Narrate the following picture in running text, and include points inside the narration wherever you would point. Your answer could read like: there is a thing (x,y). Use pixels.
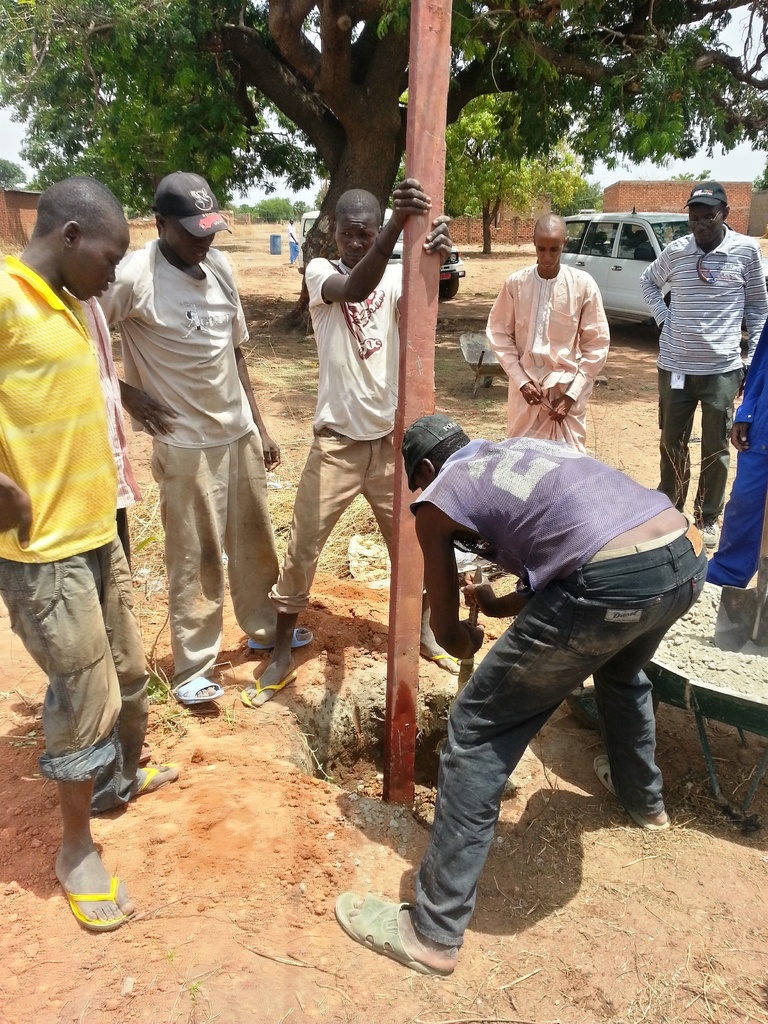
In this image there are two people (378,413) holding and planting a wooden block (416,348) in the earth (632,364), around them there are a few people (186,469) standing, in the background of the image (312,237) there are cars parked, trees (281,173) and brick houses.
